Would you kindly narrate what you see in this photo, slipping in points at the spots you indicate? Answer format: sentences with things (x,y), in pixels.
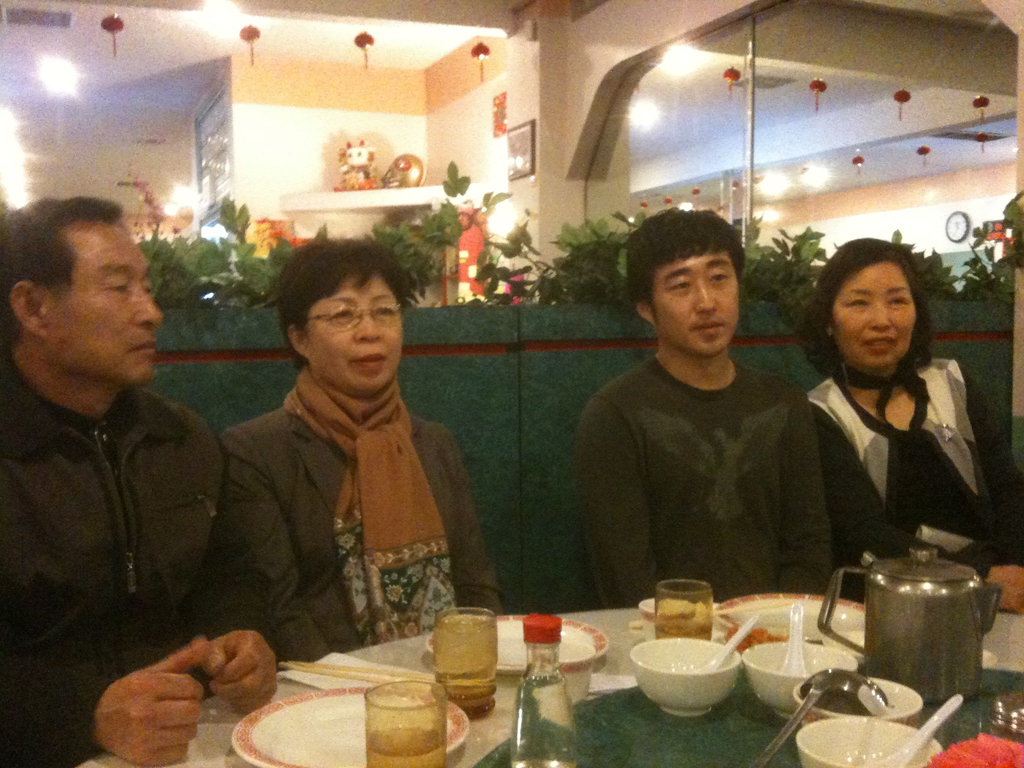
In this image in front (17,564) there are four persons (887,483) sitting in front of the table (639,635) and on top of the table (588,702) there are plates (318,725), glasses (487,690), bowls (763,691), spoons (845,699), can (915,669) and a bottle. Behind them there is a wall (536,371). There are plants (765,287), lights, toys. In the background of the image (438,170) there is wall (487,109) with the photo frame (535,123) on it. On the right side of the image (924,171) there is a glass door (766,131). Through the glass door (866,188) we can see a wall (928,188) with the wall clock (957,239) on it.
